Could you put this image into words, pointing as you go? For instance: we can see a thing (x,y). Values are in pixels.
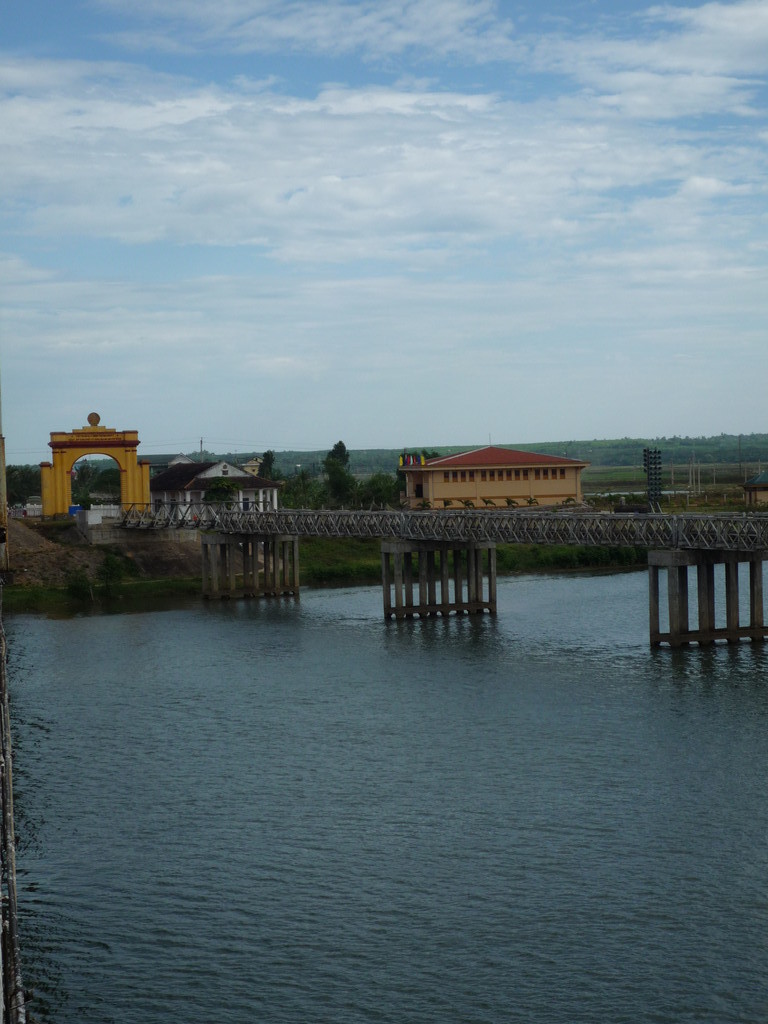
This is completely an outdoor picture. Here we can see a river (402,909) with fresh water (426,798). This is a bridge (557,535). This is the building (512,494). We can see an arch (97,444) with golden yellow and brown in colour. On the background of the picture (367,452) we can see trees (395,455). At the top (284,240) a blue sky (335,292) with clouds (249,190). This is a house (227,473).
